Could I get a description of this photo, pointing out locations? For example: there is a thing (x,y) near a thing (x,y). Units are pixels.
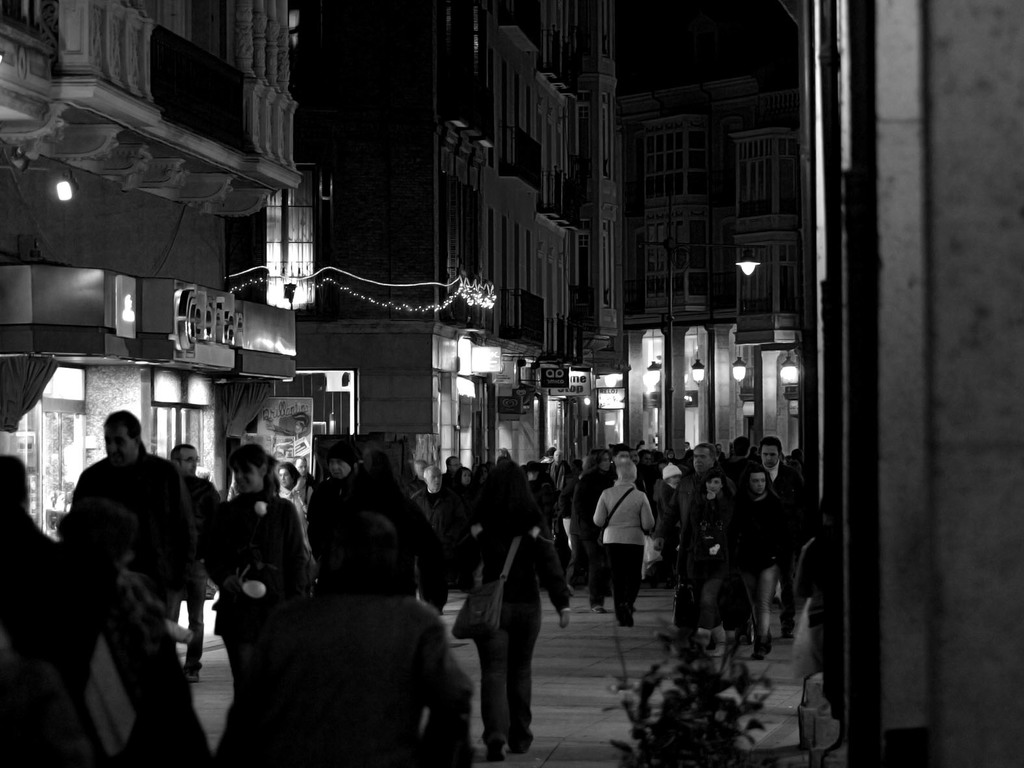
In this image I can see the group of people (299,570) walking. These people (429,673) are wearing the bags (491,623). To the side of the people (305,661) I can see the buildings (405,331), light poles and some boards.
